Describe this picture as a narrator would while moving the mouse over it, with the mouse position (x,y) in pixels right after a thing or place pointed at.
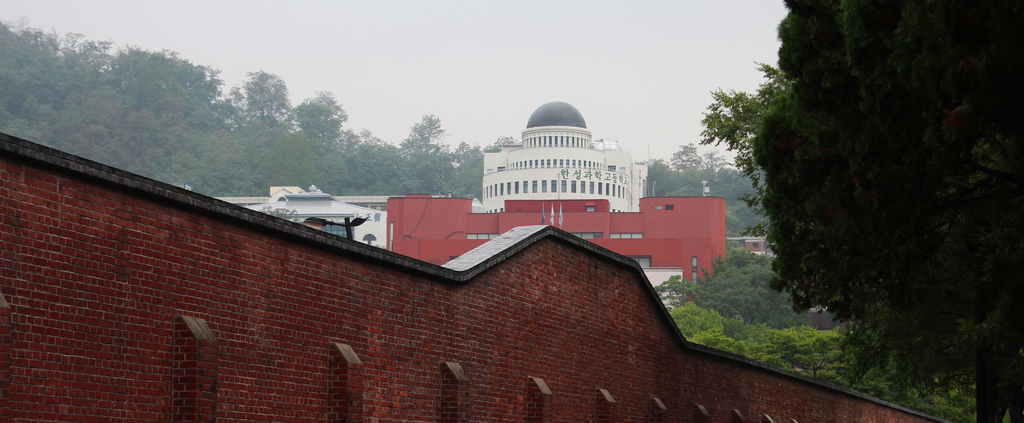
In this picture there is a wall (421,375) which is in brick color and there are buildings (646,218) and trees (748,205) in the background (525,161).
